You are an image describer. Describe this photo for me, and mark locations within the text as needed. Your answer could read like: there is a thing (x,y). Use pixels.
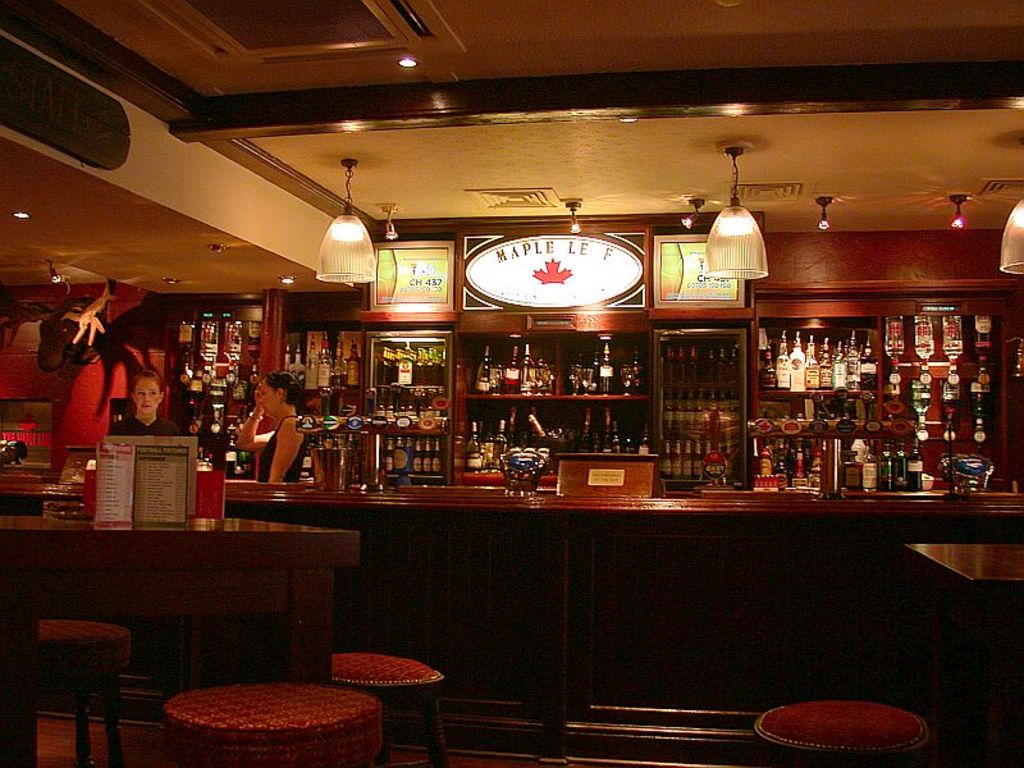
This is the picture of inside of the bar (234,295). There are two ladies (273,432). There is a cupboard (587,398). There is a wine bottles (528,391) on the cupboard (476,392). There is a table (224,543) and chairs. We can see in the background (387,250) there is a lighting decoration (344,226), walls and posters (547,241).
